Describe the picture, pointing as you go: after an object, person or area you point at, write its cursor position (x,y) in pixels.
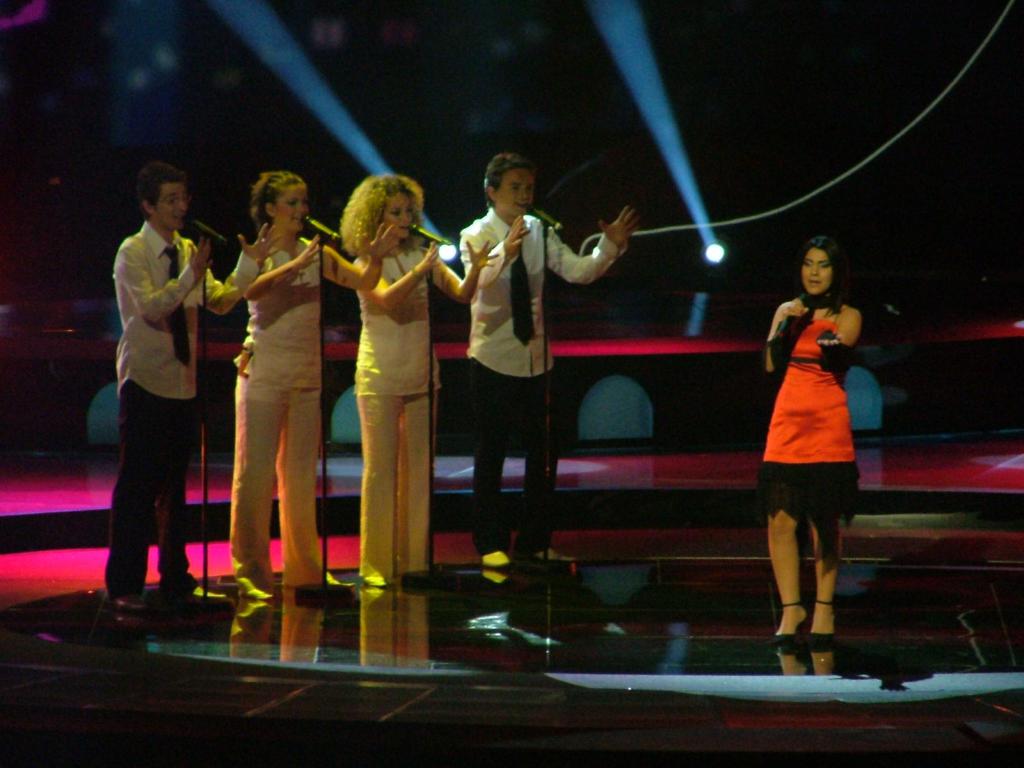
In this image we can see a group of people (808,419) standing on the ground (751,586). One woman (823,296) is holding a microphone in her hand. In the background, we can see a group of microphones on stands (336,587) and some lights (708,231).
